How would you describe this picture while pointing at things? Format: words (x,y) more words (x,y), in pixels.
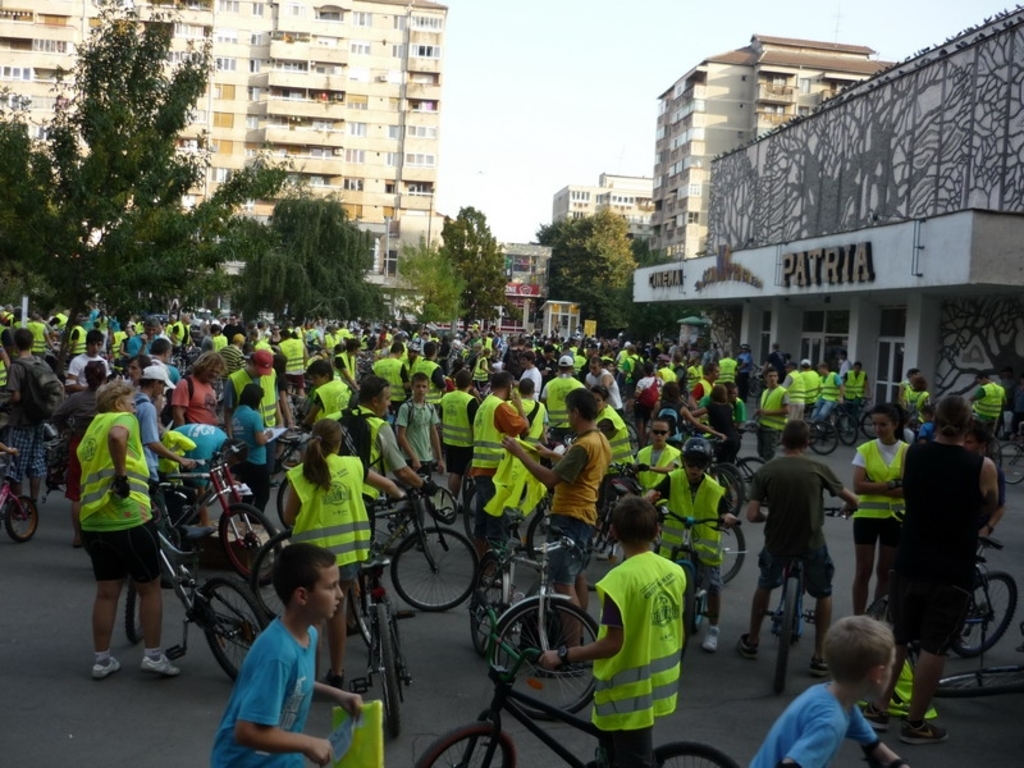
In this image we can see a group of people (559,520) standing on the road (470,691) holding the bicycles (367,623). On the backside (846,322) we can see a group of buildings (609,200), a signboard (639,287) with some text (756,280) on it, a group of trees (589,308) and the sky (531,93) which looks cloudy.
